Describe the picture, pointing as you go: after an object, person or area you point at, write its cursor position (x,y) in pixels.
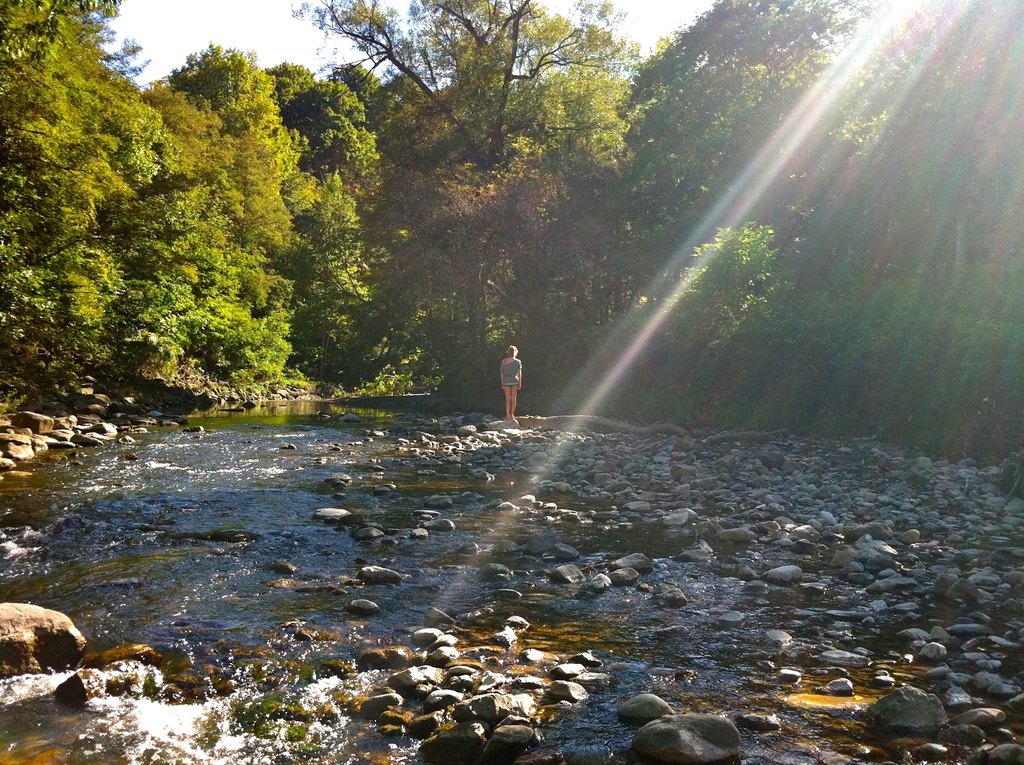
In this image there is water (671,623). There are stones (543,429). We can see a person (513,378) standing. There are many trees (418,110) in the background (421,137). There is sky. We can see sun rays (934,29).
